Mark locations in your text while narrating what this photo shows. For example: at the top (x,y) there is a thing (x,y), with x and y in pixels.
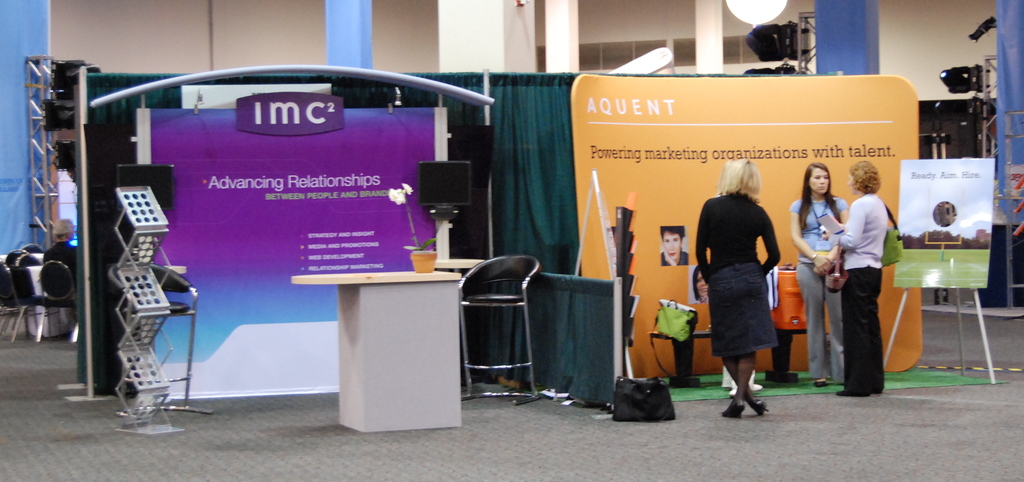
In this image I can see 3 women (751,274) standing on the right (850,356). There are chairs (468,388) and banners (333,242). There is a plant pot (412,249) on a table (445,368). There are green curtains (571,221) and chairs (52,283) at the back (103,315). A person (75,285) is sitting at the back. There are pillars (549,52).
